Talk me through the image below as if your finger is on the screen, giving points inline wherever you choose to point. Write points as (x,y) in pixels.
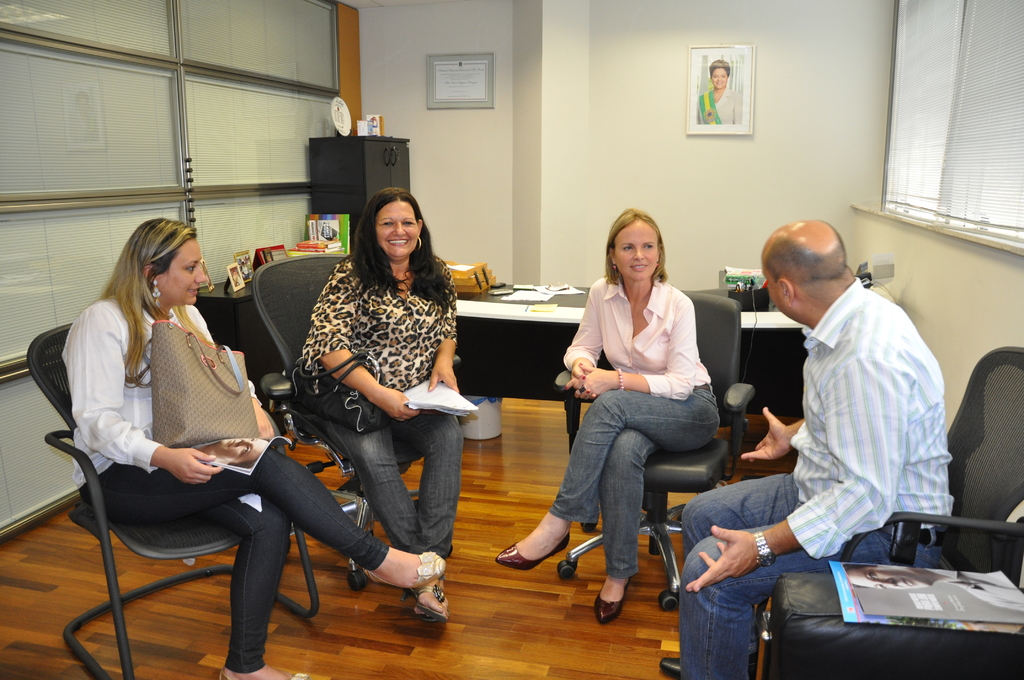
This image is taken inside a room (319,590). There are four people (369,533) in this room (381,561), three women (423,438) and a man (728,492). They are sitting on the chairs (668,581). In the bottom of the image (502,632) there is a floor (519,571). In the background (355,110) there is a wall (502,124) with paintings (709,92) and picture frames (452,93) on it with a window (886,161) and window blind (940,105). At the back (515,292) there is a table (563,298) with many things (550,290) on it. In the left side of the image (317,535) woman (146,478) is sitting on the chair (297,516) and holding a hand bag (165,437). In the right side of the image (994,409) a man (726,620) is sitting on the chair (995,494) and there are two magazines (921,605) on the stool (901,636).
